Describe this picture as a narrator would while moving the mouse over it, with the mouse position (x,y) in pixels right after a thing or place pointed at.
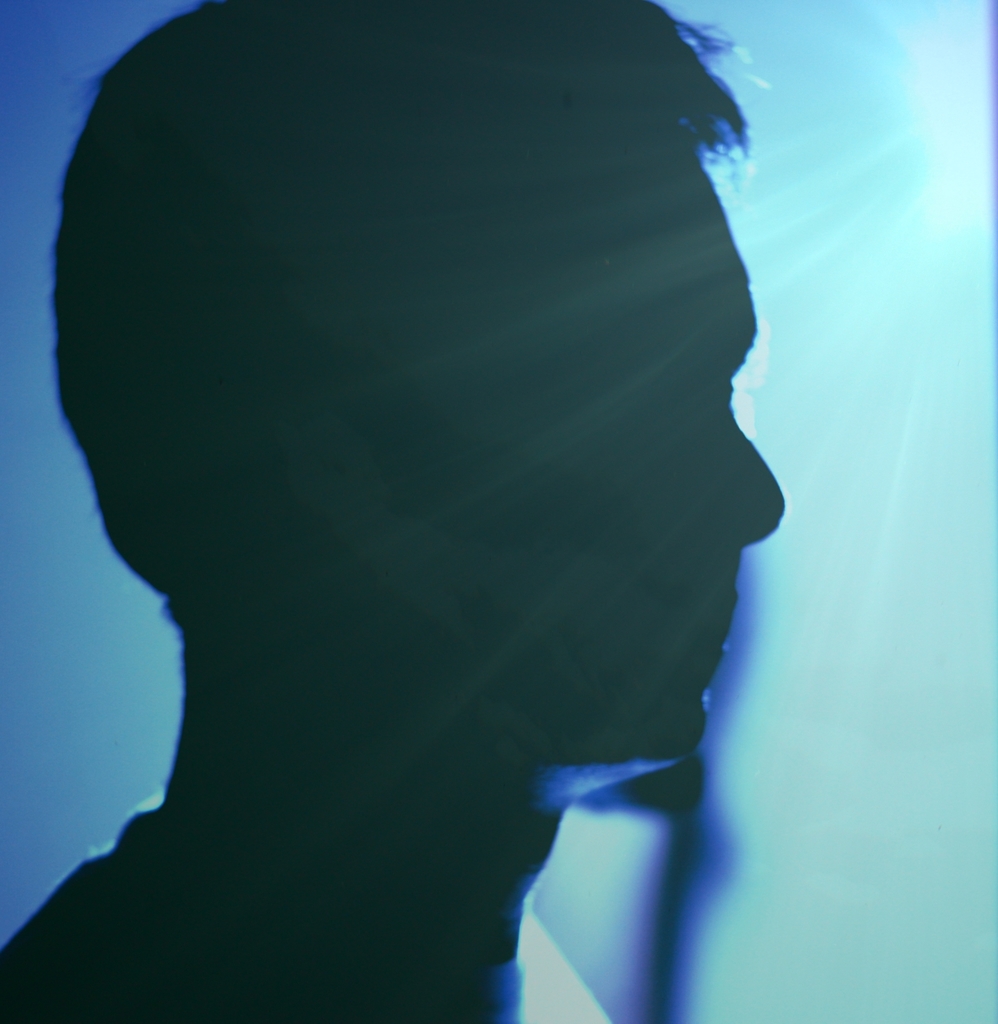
In this image I can see a person (493,637) and the blue colored background (893,808).
